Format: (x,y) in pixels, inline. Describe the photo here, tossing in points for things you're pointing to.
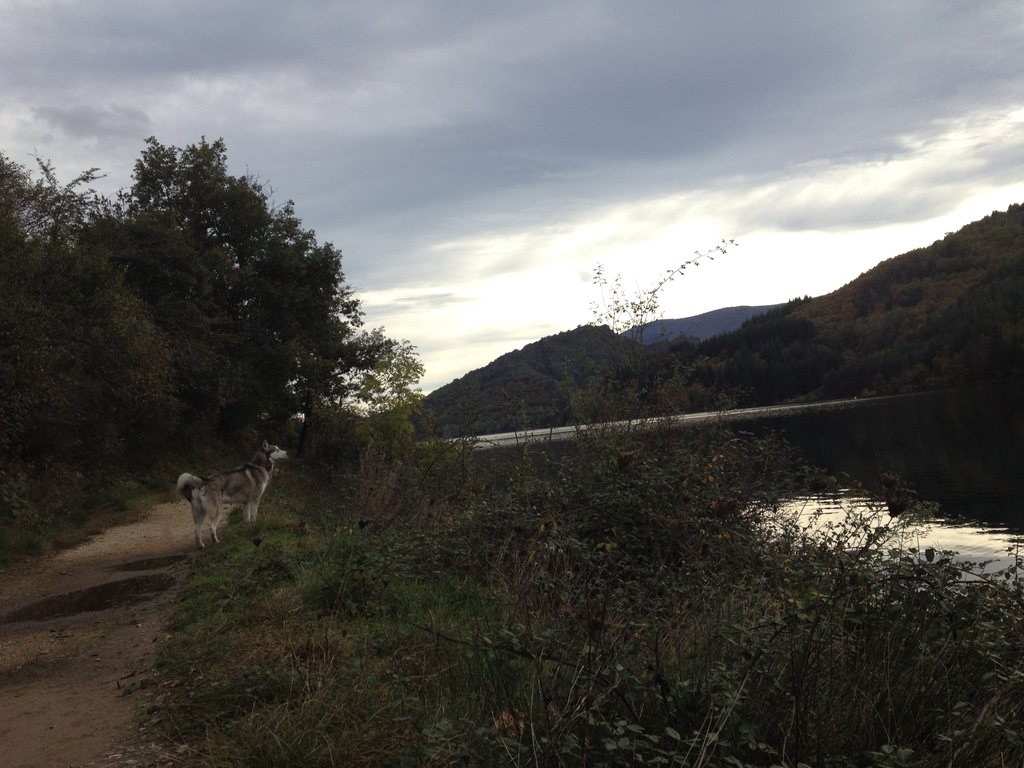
In this image I can see mountains (976,328), trees (177,460), water (952,509) and a dog (206,492). The dog (203,497) is in white and black color. The sky (418,209) is in white and blue color.
